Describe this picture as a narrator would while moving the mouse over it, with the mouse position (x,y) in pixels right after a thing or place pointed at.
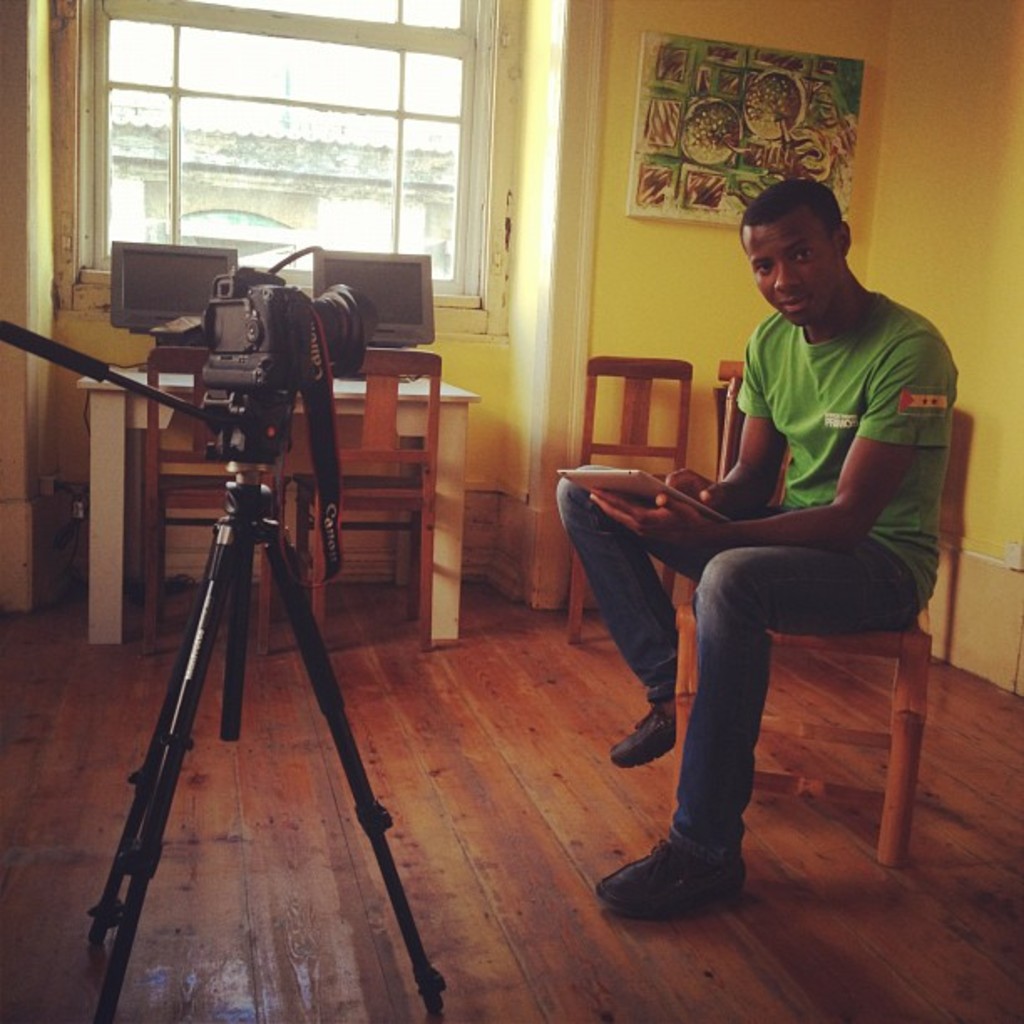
This man (805,409) wore green t-shirt (848,380) sitting on a chair (816,640) and holding iPad (642,484). A picture (733,148) on wall (797,7). Far there is a table (422,397) and chairs (646,409). On this table (346,381) there are monitors (202,283). In-front of this man (739,558) there is a camera (257,374) with stand (253,468). From this window (368,179) we can able to see a shed (366,225). This floor (510,868) is made with wood (452,906).
